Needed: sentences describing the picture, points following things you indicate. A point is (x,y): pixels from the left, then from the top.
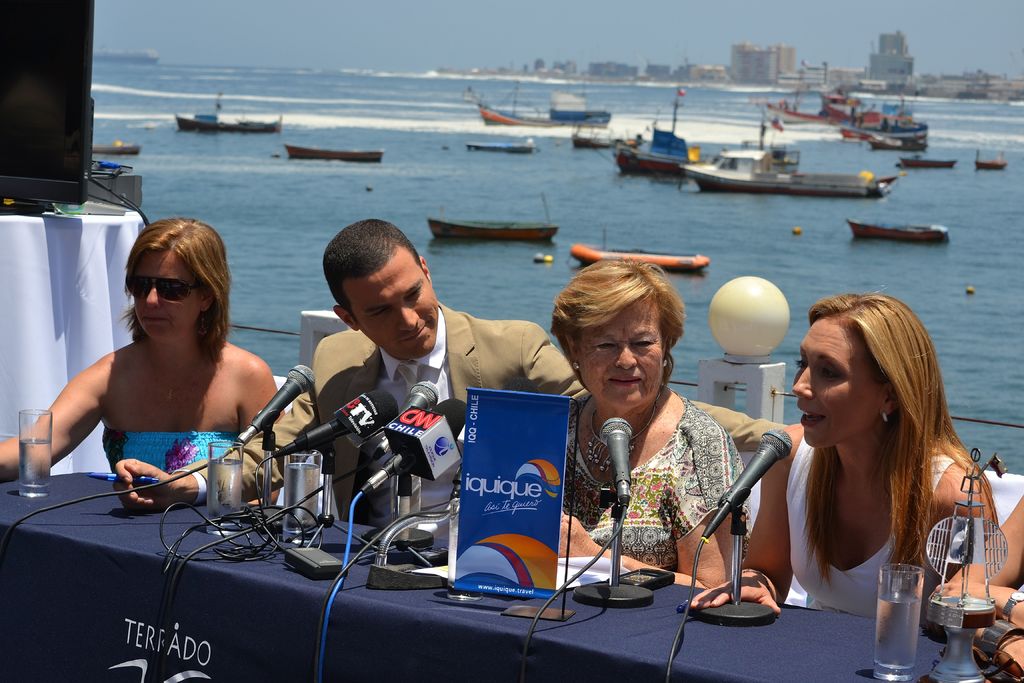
Here we can see a man (534,385) and three women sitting on the chair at the table (69,529). On the table (316,541) we can see microphones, glasses (214,454), cables (356,495), tag (473,481) and some other objects (932,564). In the background (66,281) we can see a TV (10,141) on a table (116,223) and we can also see boats (511,143) on the water (447,118) and also buildings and sky (302,54).
